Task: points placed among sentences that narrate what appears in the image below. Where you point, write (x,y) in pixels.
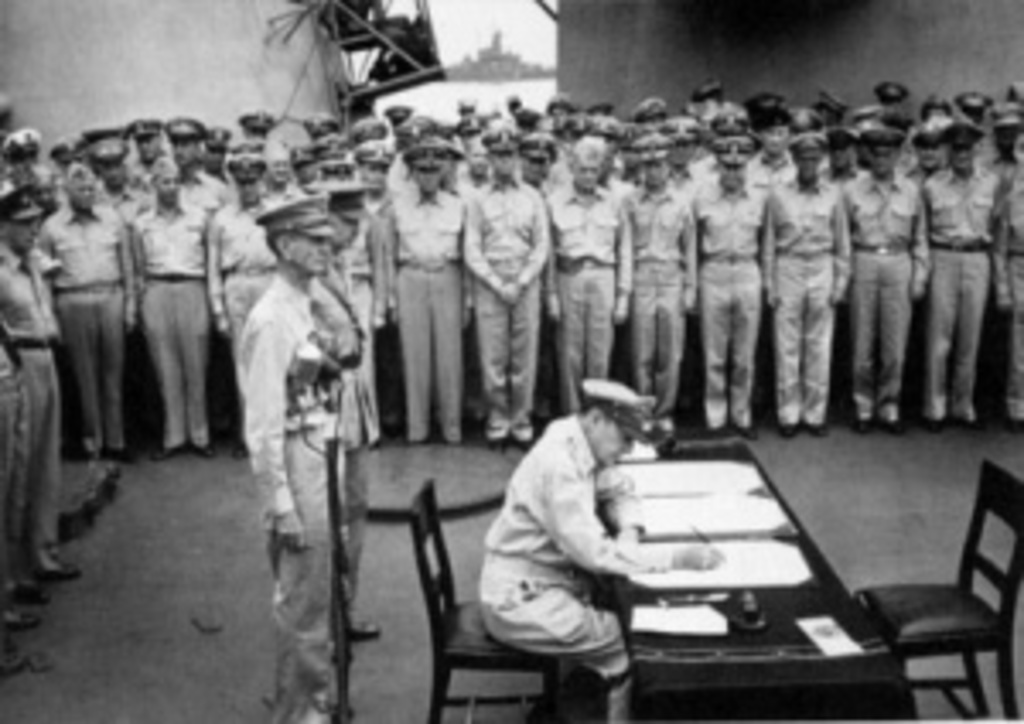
In this image I can see the person (551,593) sitting in-front of the table (781,613). On the table (662,637) I can see the papers (725,519) and the person (676,553) holding the pen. In the back (499,319) I can see the group of people (561,256) standing and wearing the caps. This is a black and white image.
